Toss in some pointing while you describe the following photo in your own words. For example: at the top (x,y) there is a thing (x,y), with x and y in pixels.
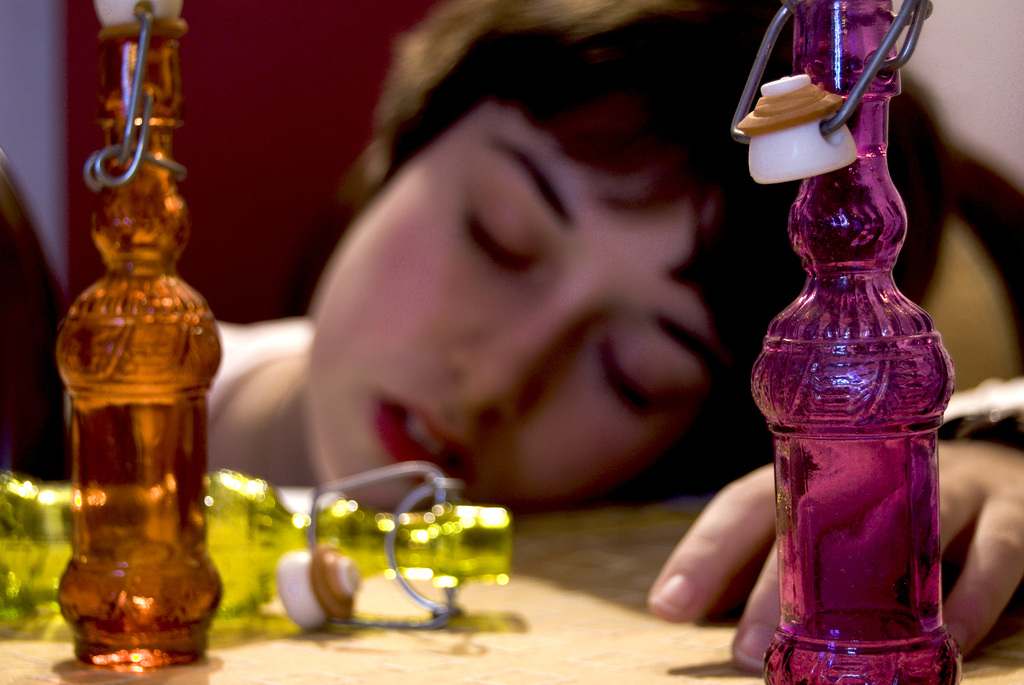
In this picture there is a woman (488,421) lying on the table (552,600). A pink bottle (790,436), orange bottle (161,456) and a yellow bottle (317,572) are seen on the table (360,647).
